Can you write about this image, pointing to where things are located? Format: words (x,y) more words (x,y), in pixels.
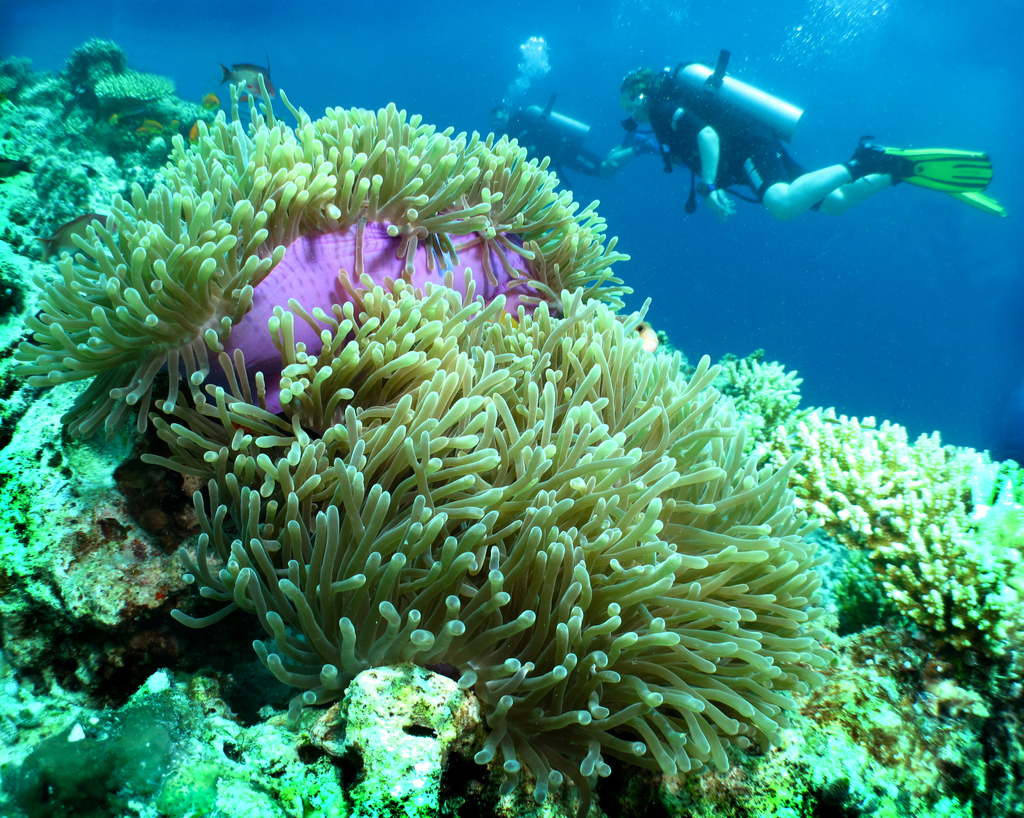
In this picture we can see coral (194,553) and two people (593,156) wore training fins (897,172) and they are in the water (808,154) and some objects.
